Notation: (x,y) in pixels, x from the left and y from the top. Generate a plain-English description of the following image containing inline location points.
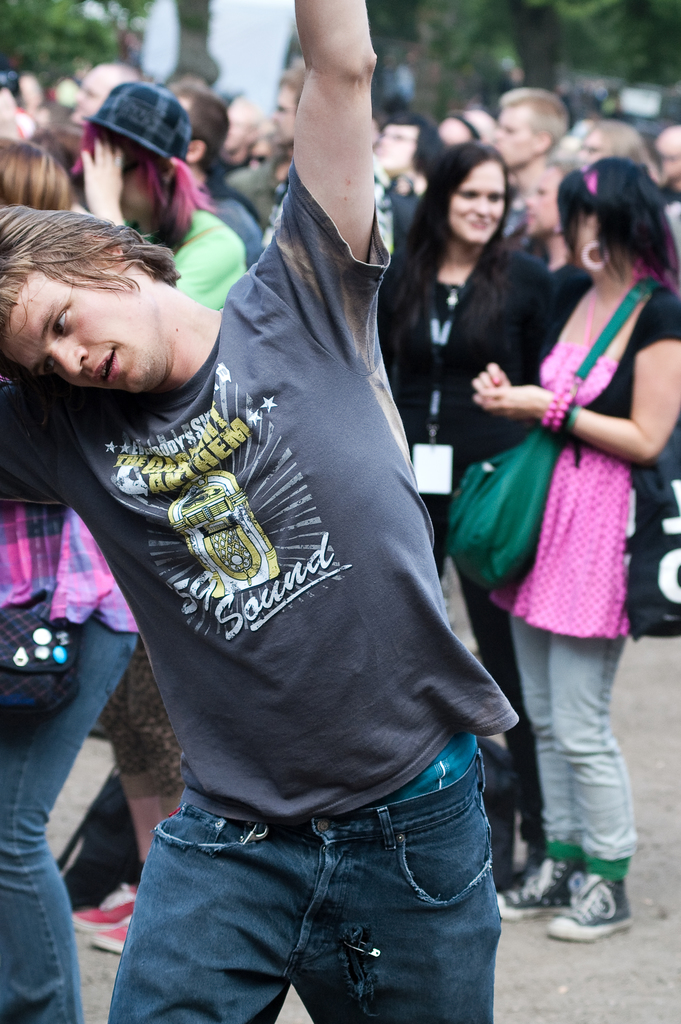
In this image I can see a person (288,803) standing in the front (448,729), wearing a t shirt (405,772) and jeans (446,876). There are other people (539,119) at the back (521,87). There are trees (182,60).
